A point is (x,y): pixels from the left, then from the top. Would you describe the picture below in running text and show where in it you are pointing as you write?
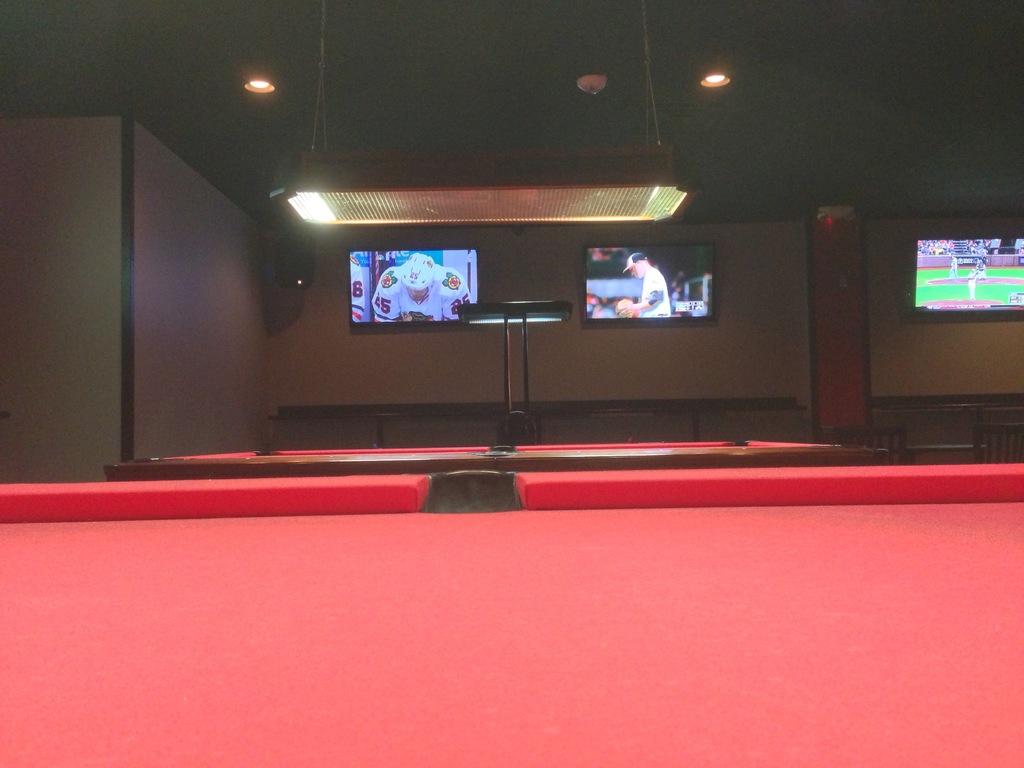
In this image I can see a three television (621,281) and light (512,199) and a light (456,207). In front (834,597) there is red table (453,635).
